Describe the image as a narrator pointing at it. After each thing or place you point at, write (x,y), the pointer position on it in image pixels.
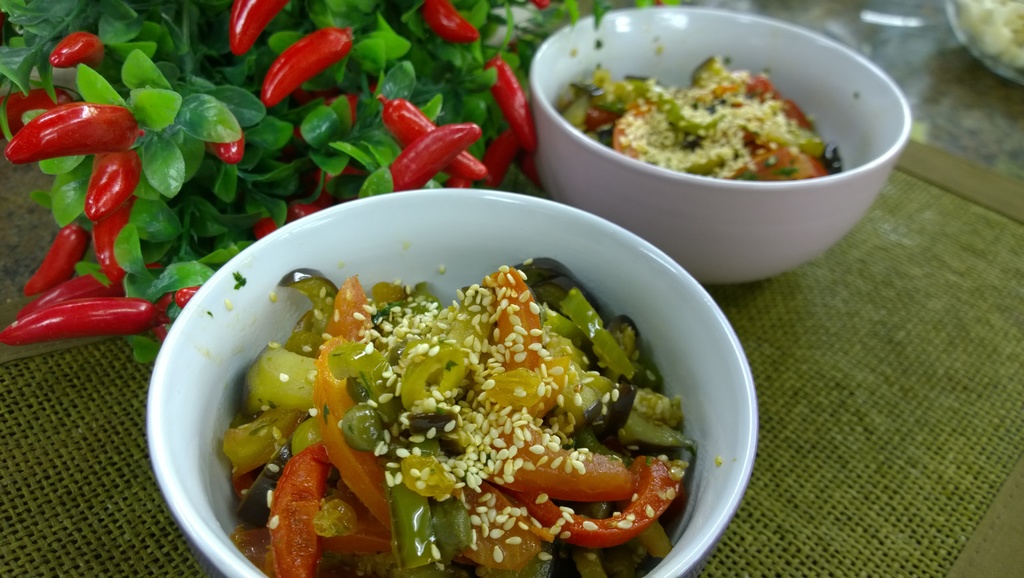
Here I can see a green color mat (918,365) on which two bowls (786,202) and some leaves (148,212) along with red color chilies (81,140) are placed. In the bowls (624,197) I can see some food items (496,423).
